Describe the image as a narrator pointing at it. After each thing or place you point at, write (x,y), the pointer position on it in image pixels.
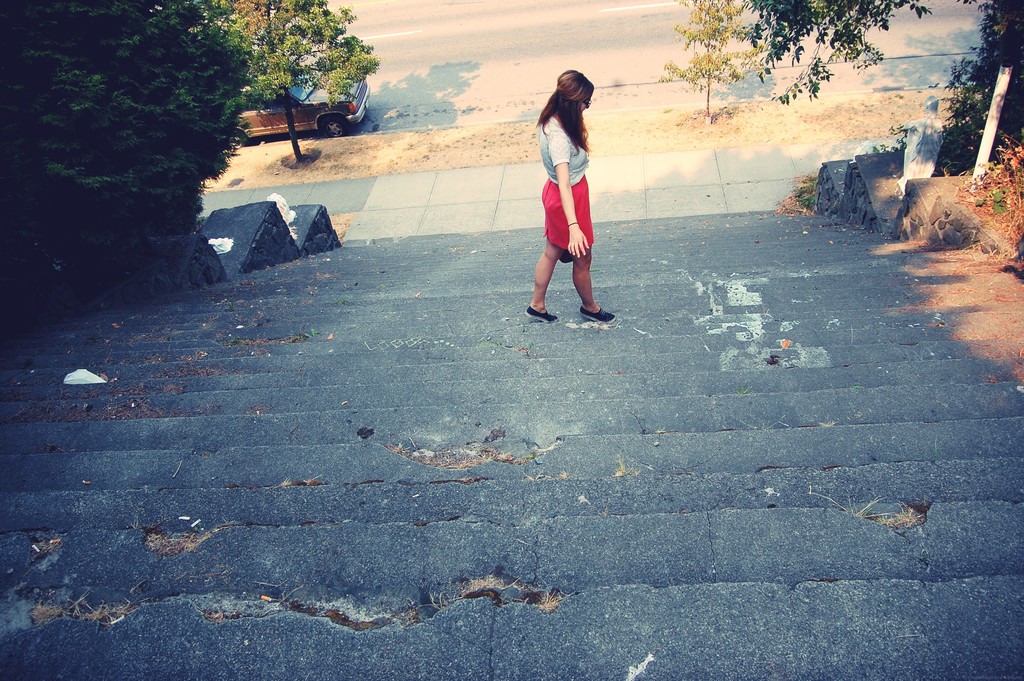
In this image there is a lady (554,223) walking on the stairs (546,370). On the right (971,122) and left side of the image (177,199) there are trees (76,143) and there is a vehicle (338,116) parked.
